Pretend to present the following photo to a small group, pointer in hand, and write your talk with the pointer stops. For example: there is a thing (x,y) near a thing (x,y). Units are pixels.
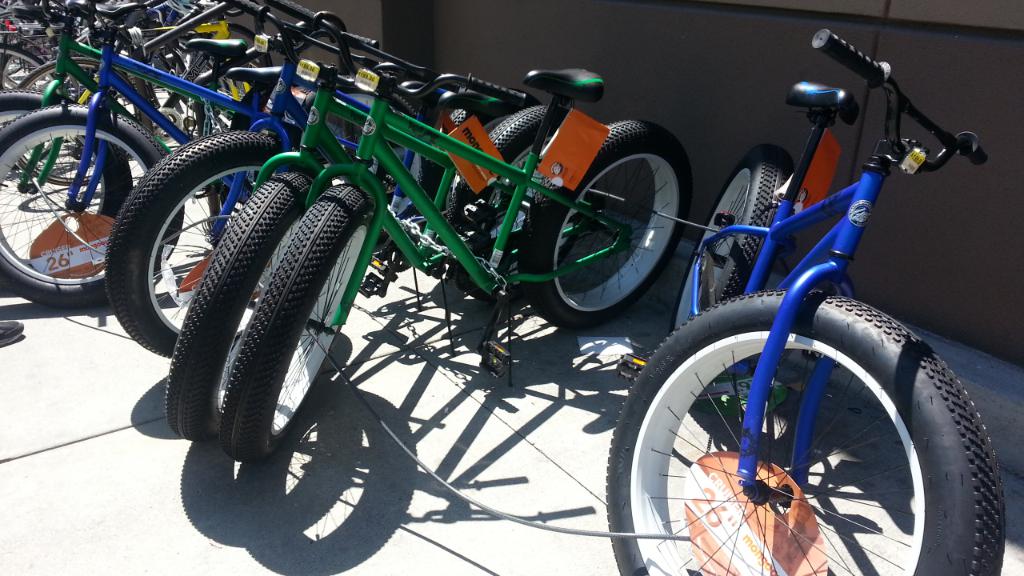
In this image we can see bicycles (263,420) on the floor (204,499). In the background (500,49) there is wall (499,35).
